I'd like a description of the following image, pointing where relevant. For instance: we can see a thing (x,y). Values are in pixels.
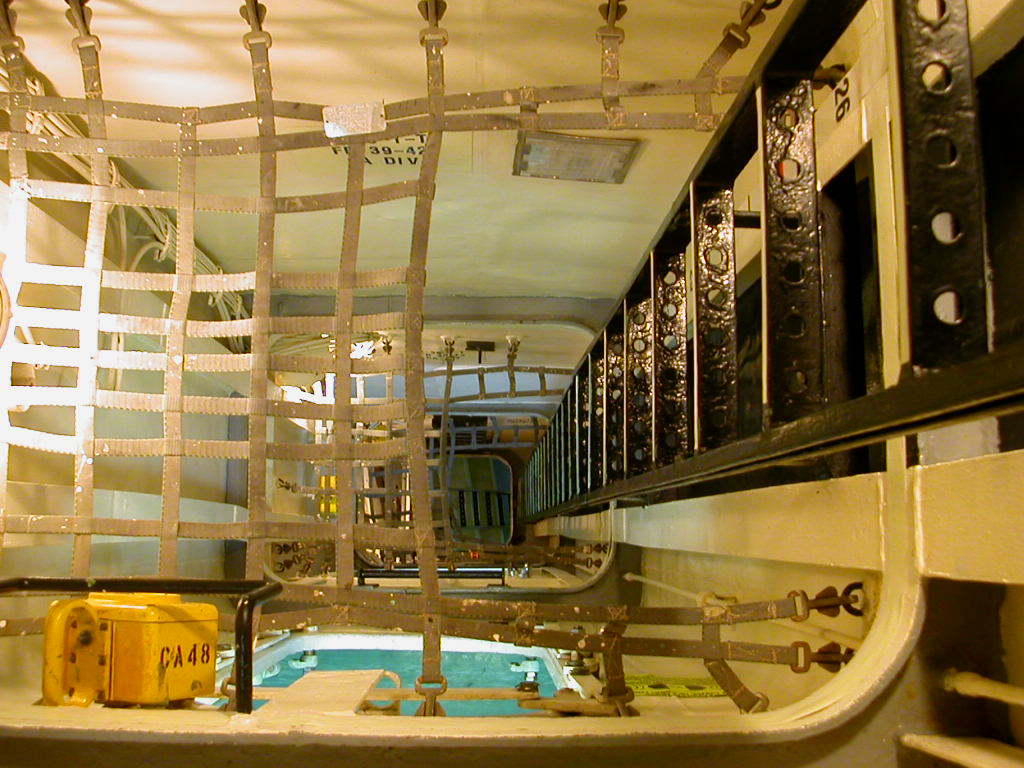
In this image I can see an yellow box (135,659), on which it is written CA48 and I can see a floor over here and I can see the wall (314,16) and I can see a ladder (968,390) which is black in color.
